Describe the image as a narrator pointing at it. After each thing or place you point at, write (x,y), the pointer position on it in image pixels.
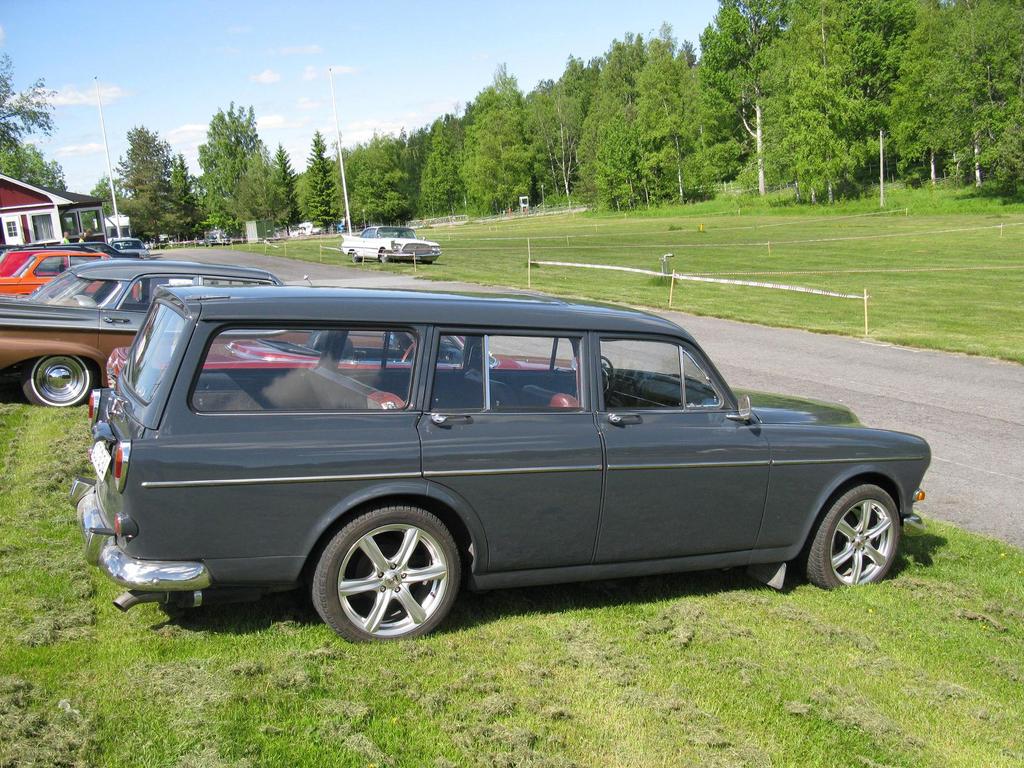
In this picture we can observe some vehicles (241,341) parked on the ground (741,690). There is some grass (682,247) on the ground (812,244). We can observe a road (850,377). On the left side (32,206) there is a house (53,218). In the background (298,176) there are trees (443,165) and a sky (269,90) with some clouds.
